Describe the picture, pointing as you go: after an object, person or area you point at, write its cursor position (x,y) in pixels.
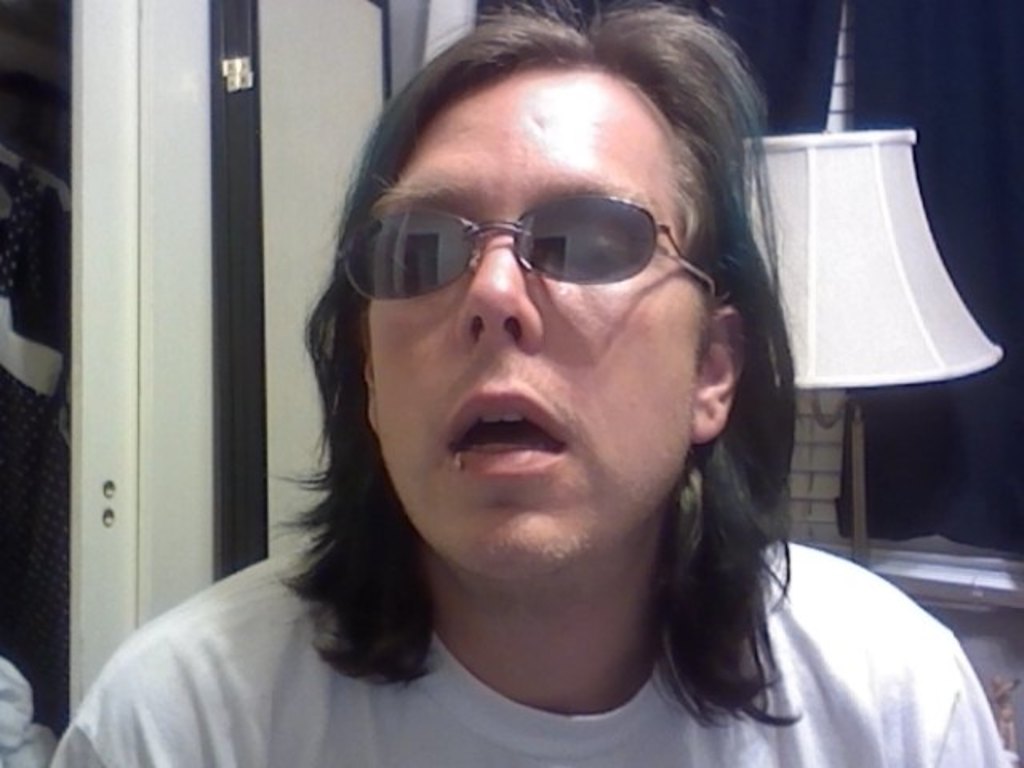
In the center of the image (505,370) we can see a man (343,628). He is wearing glasses (392,231). In the background (929,331) there is a lamp (861,366) and a door (239,250).
